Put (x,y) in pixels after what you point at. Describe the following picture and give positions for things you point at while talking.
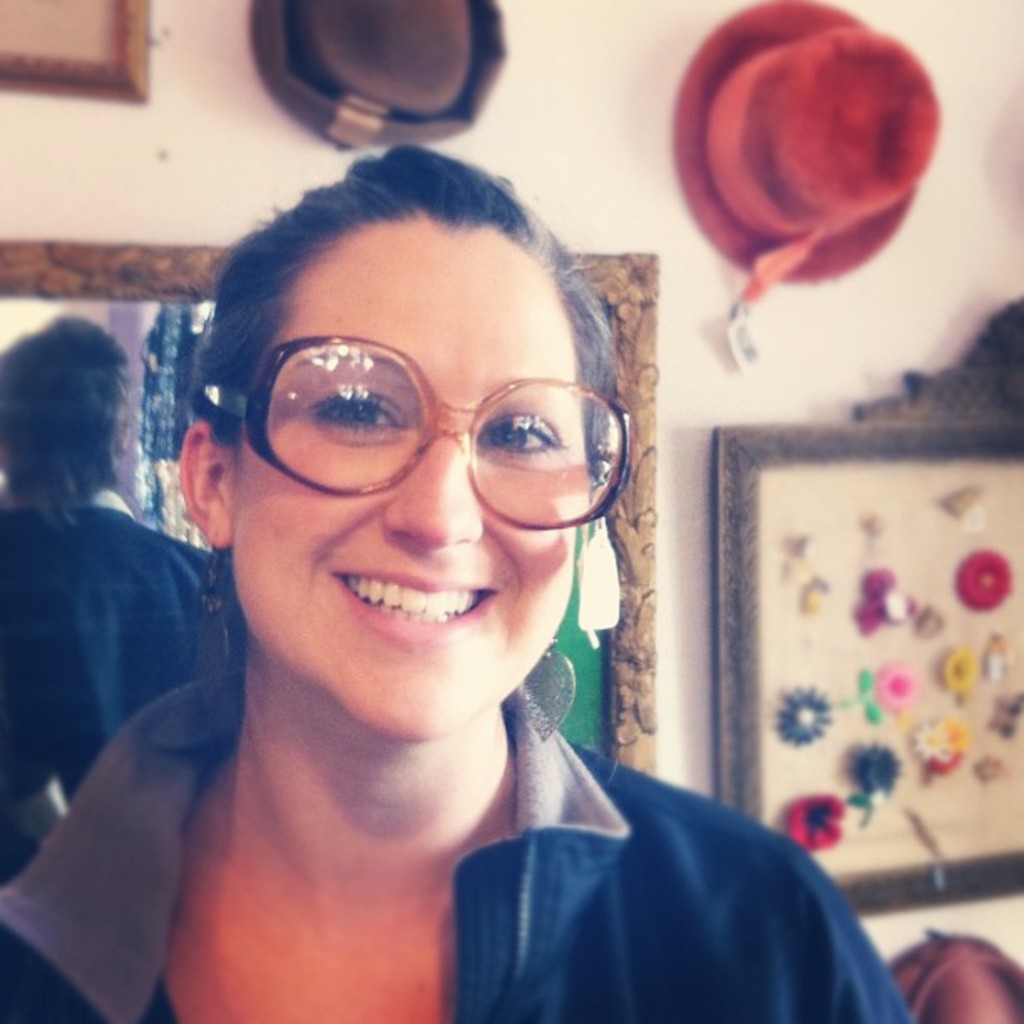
In this image I can see a woman (401,866) wearing a blue color jacket (668,907), smiling and giving pose for the picture. At the back of her I can see a mirror (86,446) is attached to the wall (124,180) and also a frame (840,546), few caps (787,170) are attached.
